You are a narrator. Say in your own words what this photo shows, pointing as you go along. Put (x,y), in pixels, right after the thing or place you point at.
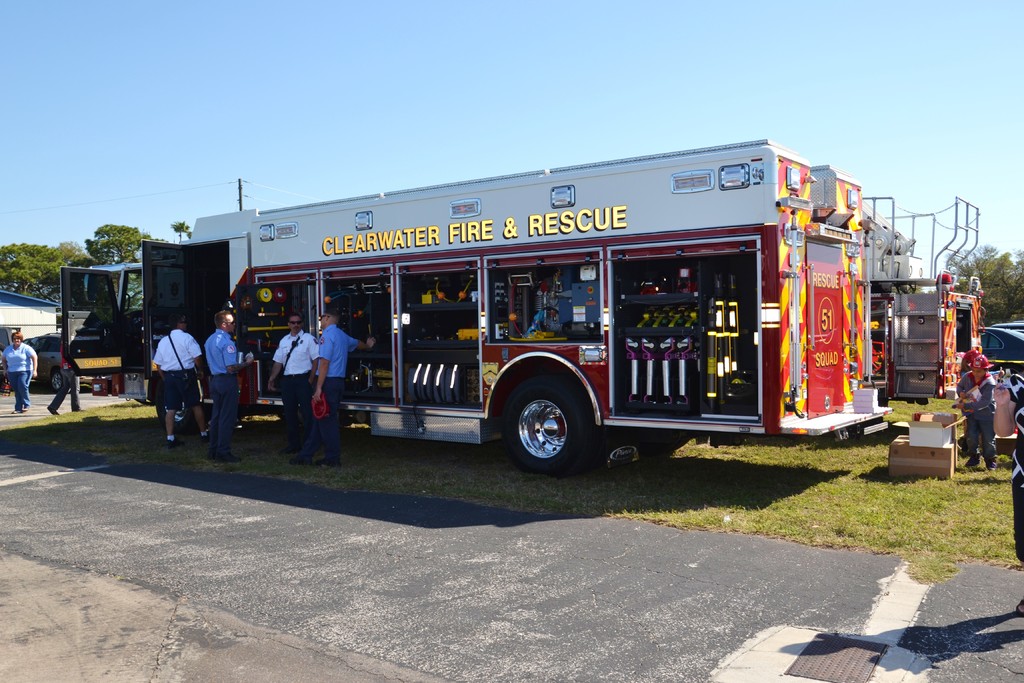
In the picture we can see a fire engine vehicle (535,317) and near it, we can see four people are standing with uniforms (338,408) and beside the vehicle (125,389) we can see another fire engine vehicle (954,356) on the grass path (55,444) and in front of the vehicles (954,316) we can see some cars (1005,339) are parked and in the background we can see some trees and sky (71,211).
